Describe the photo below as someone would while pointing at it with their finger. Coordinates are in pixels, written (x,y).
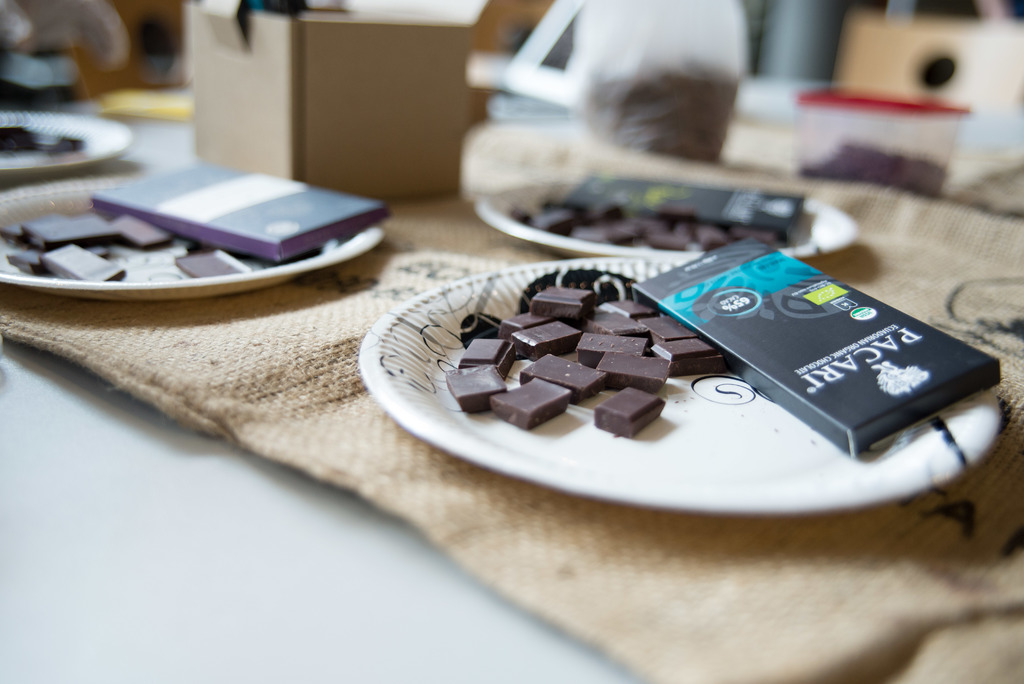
In this picture we can see chocolates (528,325) and boxes (204,205) in the plates (447,317), beside to the plates (462,357) we can find few boxes (797,162) and other things (678,89).
